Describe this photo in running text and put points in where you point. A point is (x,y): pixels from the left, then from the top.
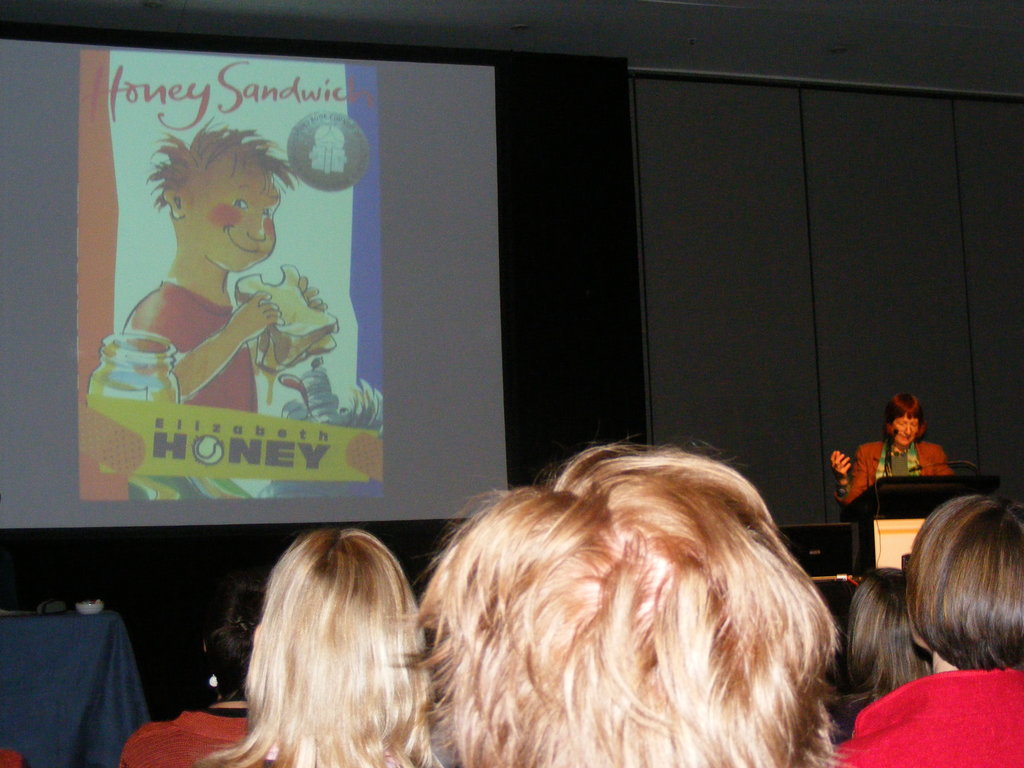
In this image we can see many people (648,678) at the bottom (807,703). In the back (811,276) there is a wall (698,157). On the wall (818,268) there is a screen (215,156) with poster (270,393). On the poster (195,335) there is a cartoon image (213,229) of a boy (187,266) holding food item (275,328). And also something is written on that. And there is a bottle (165,395). On the right side (861,475) there is a lady (898,433) standing. In front of her there is a podium (916,480) with mics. Also there is a laptop (834,545) on a table (838,579). On the left side (107,642) there is a table (58,644) with cloth (78,674). On that there are some items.
